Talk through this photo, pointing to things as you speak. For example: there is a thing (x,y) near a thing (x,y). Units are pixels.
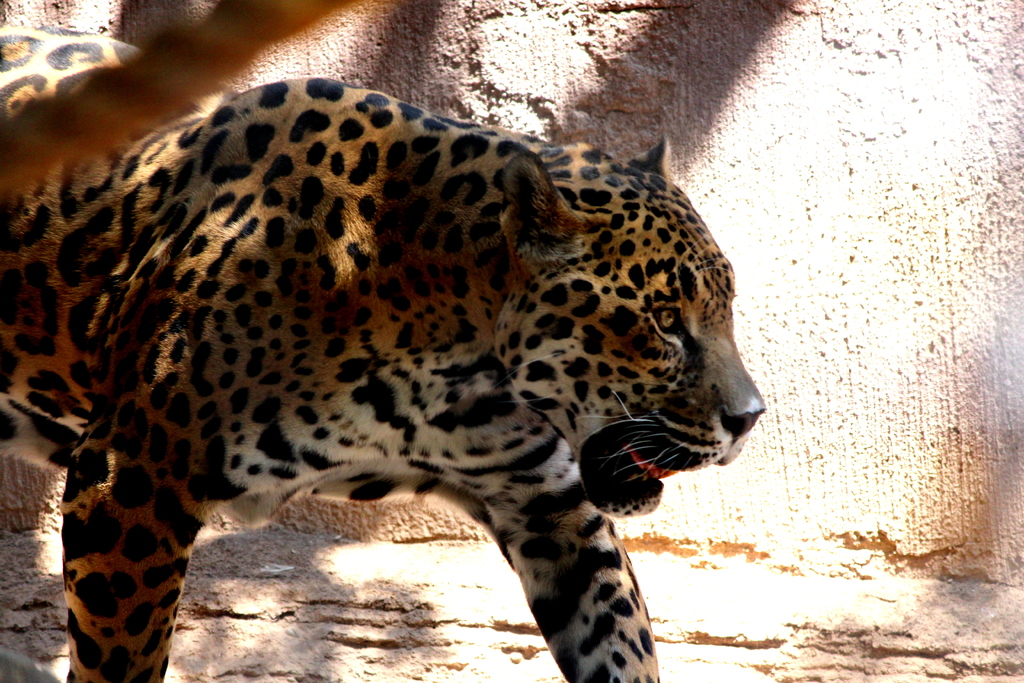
This picture seems to be clicked outside. In the foreground (382,240) there is an animal (84,225) seems to be a leopard (365,289) standing on the ground (248,570). In the background (780,52) we can see the wall (876,525).
